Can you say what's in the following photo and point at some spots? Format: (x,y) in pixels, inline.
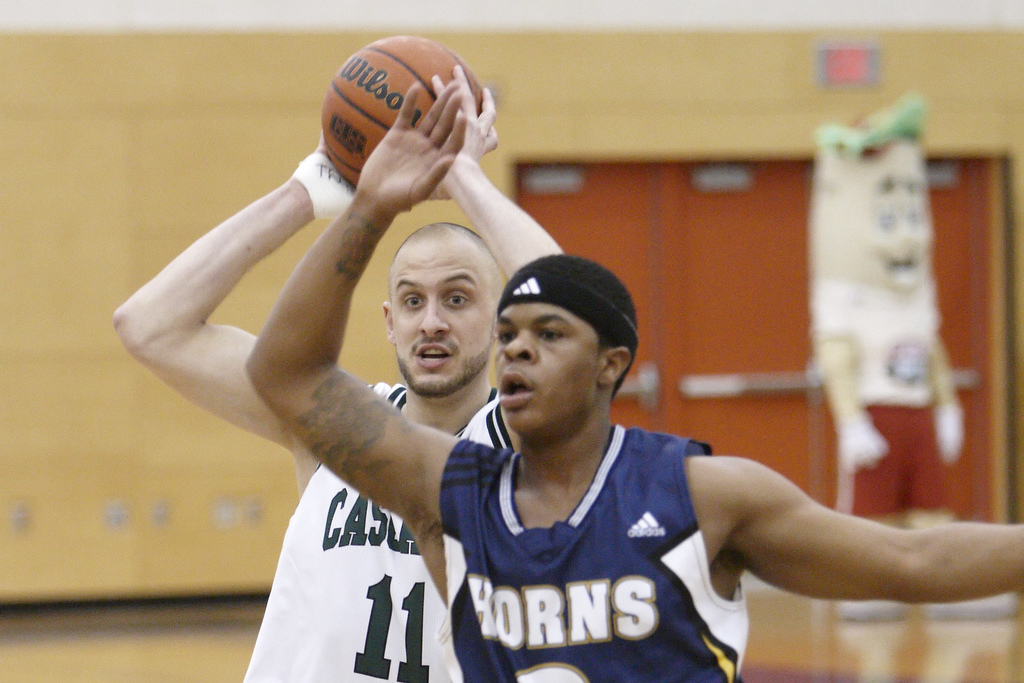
The person (371,593) wearing white dress (348,590) is holding a ball (384,103) in his hands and there is another person (549,611) wearing blue dress (585,644) is in front of him and there are some other objects (748,183) in the background (756,204).
